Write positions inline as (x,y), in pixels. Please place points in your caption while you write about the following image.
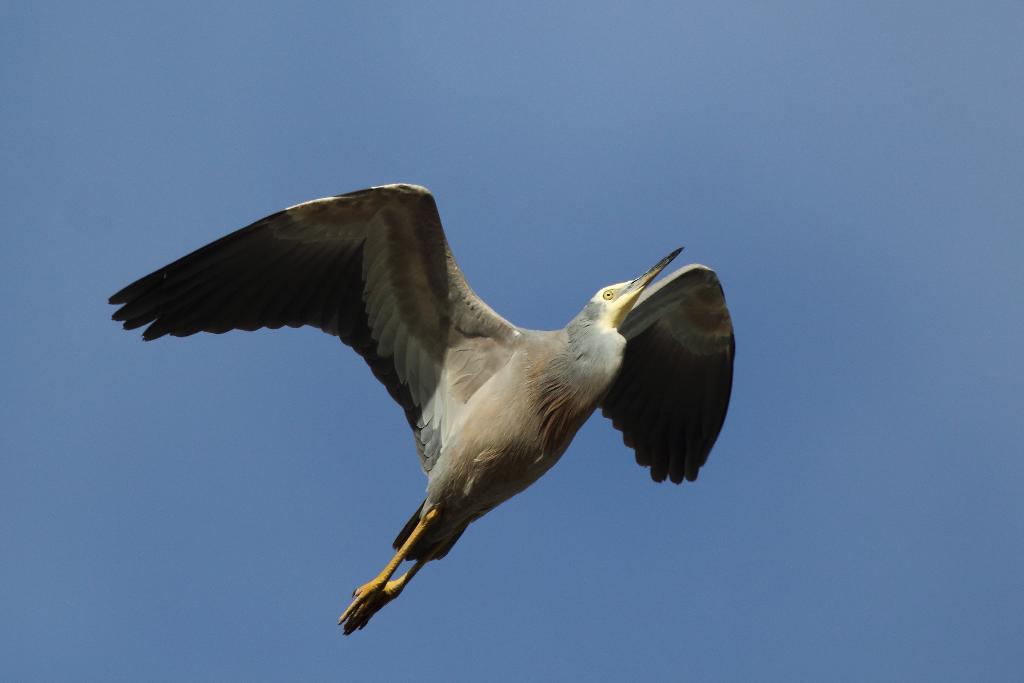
In the image there is a bird (528,362) flying in the sky (691,145).
